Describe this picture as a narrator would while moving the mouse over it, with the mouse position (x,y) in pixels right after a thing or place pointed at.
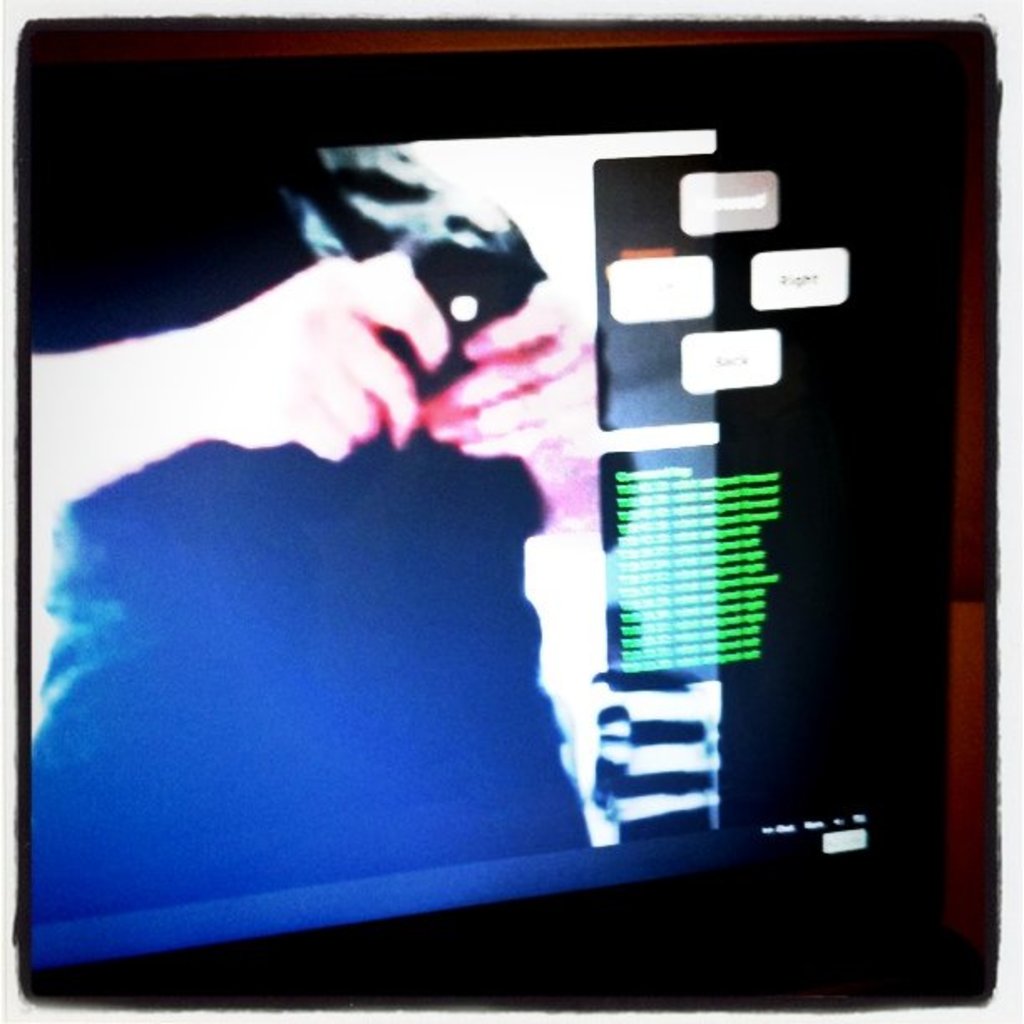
This is an edited picture. In this image there is a picture (560,267) of a person (384,361) standing and holding the object (511,263) on the screen (505,173) and there is text (703,596) on the screen (654,840).
